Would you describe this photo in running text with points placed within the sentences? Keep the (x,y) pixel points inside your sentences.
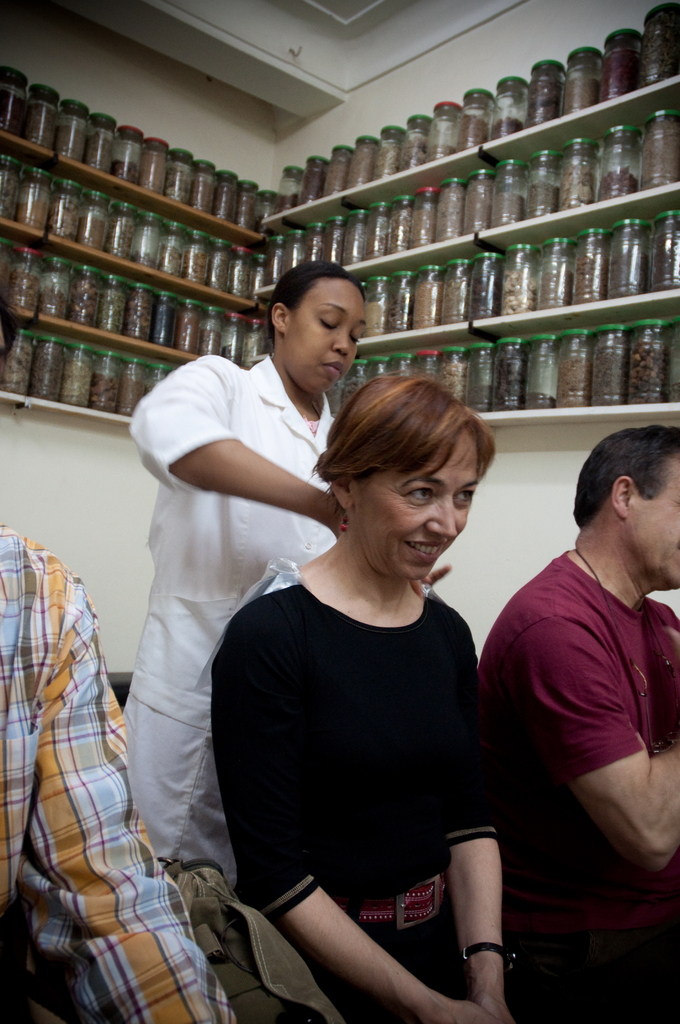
In this picture there is a woman (378,720) wearing a black color dress (365,771), sitting and smiling. Beside there is a man (569,876) wearing a red color- shirt (594,914) is sitting. Behind we can see women (186,517) wearing white color dress (208,607), doing massage of the woman (394,708). In the background (228,195) there is a rack (75,245) full of bottles (453,360).
